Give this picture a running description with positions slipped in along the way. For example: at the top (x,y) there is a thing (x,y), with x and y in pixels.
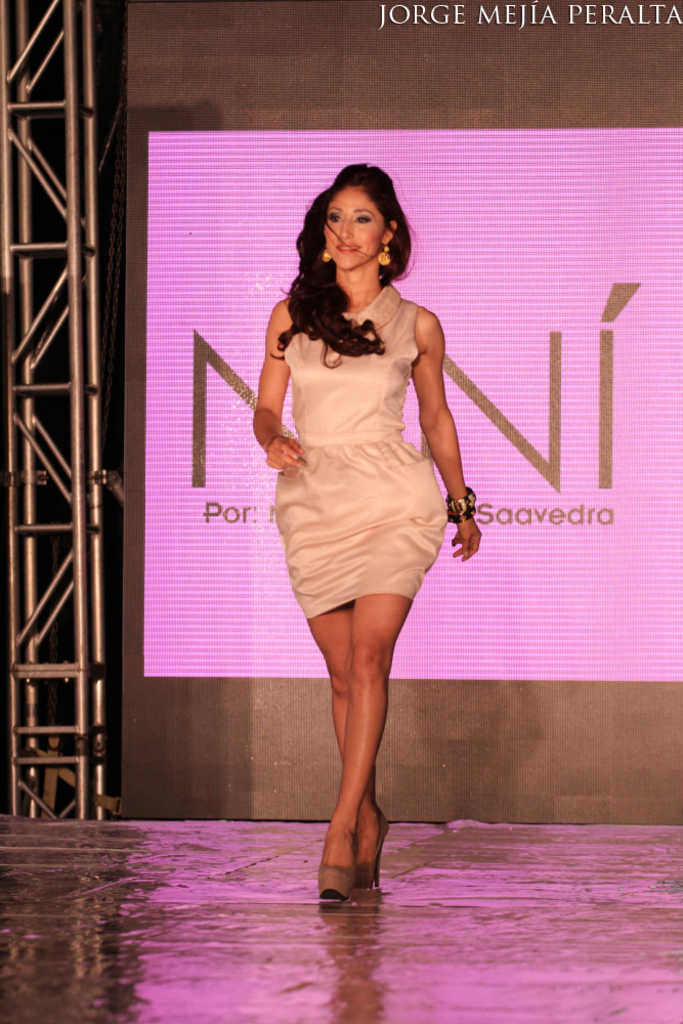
In the image we can see there is a woman (301,532) standing and behind there is a projector screen (556,483).
